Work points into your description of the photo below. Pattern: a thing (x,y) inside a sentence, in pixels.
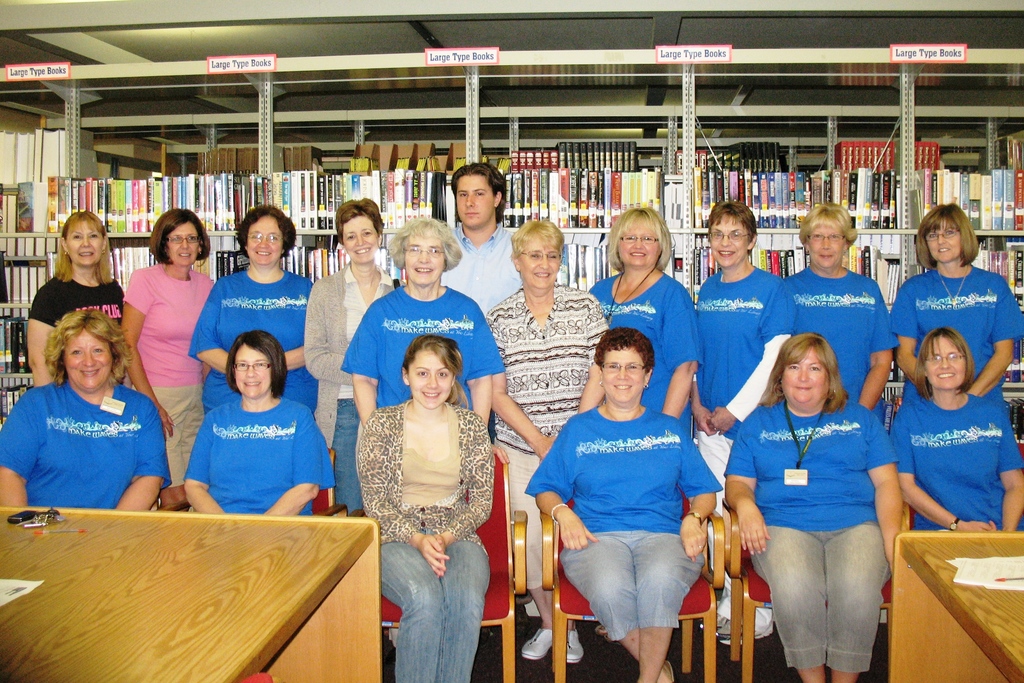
These women (598,300) all are standing, this woman (633,477) are sitting on the chair (561,622), in the back there is shelf (770,227) carrying books (816,196) and in the back (481,248) there is a man (478,259).
